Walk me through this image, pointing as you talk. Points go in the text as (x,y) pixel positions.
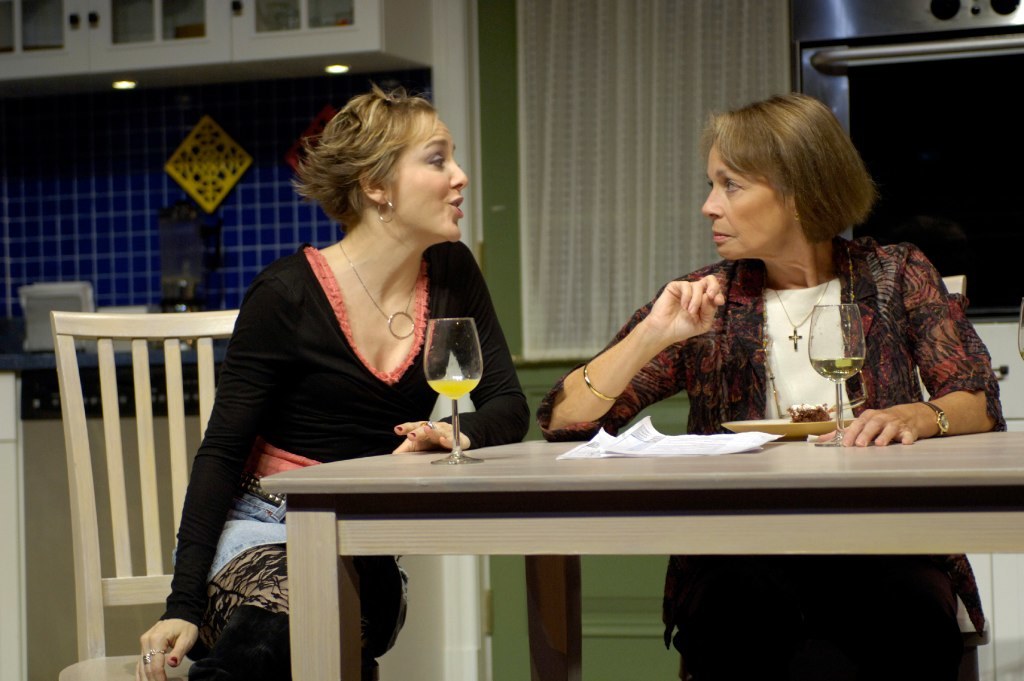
In this image I can see two people (473,286) sitting in-front of the table (647,458). On the table (815,443) there are glasses (456,347), papers (711,447) and the plate (792,428). In the background (576,35) there is a cupboard (332,29) and the curtain (630,191).
